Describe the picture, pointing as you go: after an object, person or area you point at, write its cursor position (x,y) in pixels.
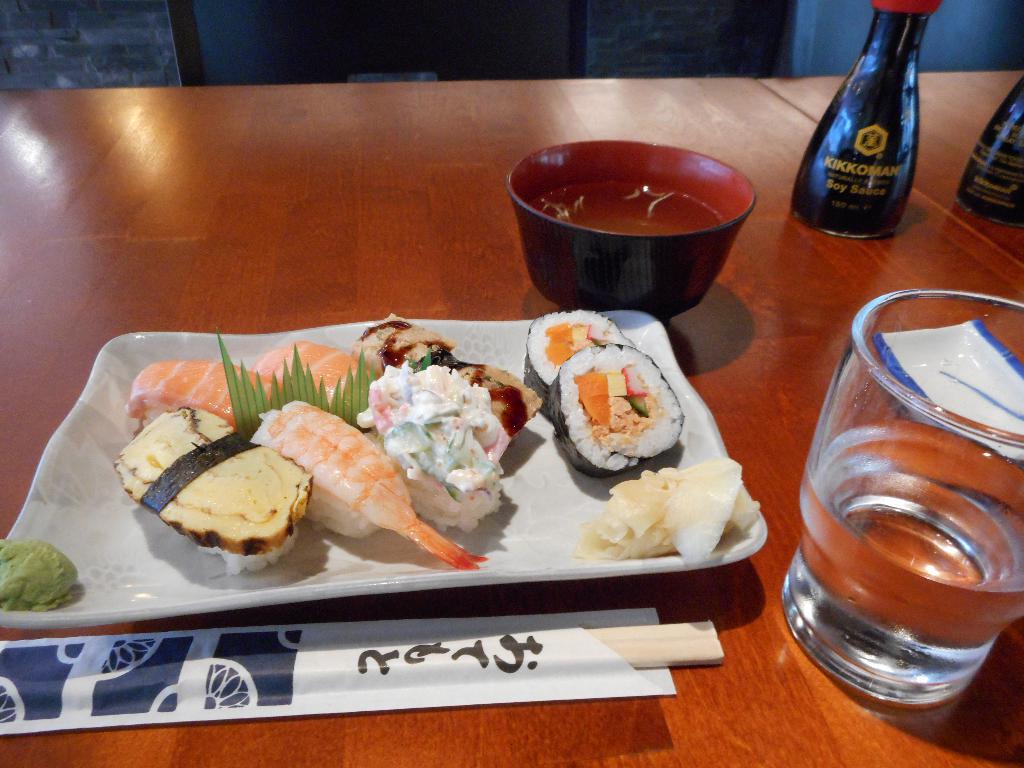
In this image, we can see bottles (880,209), a glass (863,418) with water (909,499) and there is a bowl (648,254), a tray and there are food items (257,547) and some other objects (893,374) on the table (454,282). In the background (382,49), there is a stand (464,54).
